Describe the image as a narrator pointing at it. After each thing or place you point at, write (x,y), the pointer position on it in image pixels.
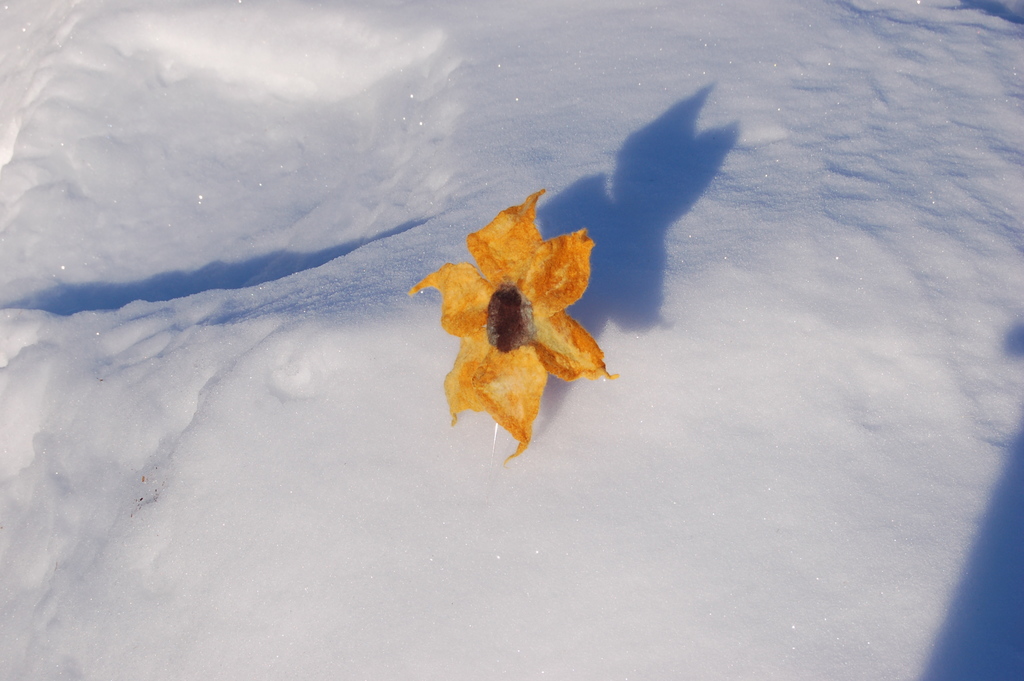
In this image, we can see a flower (507,319) on the snow (438,432).
